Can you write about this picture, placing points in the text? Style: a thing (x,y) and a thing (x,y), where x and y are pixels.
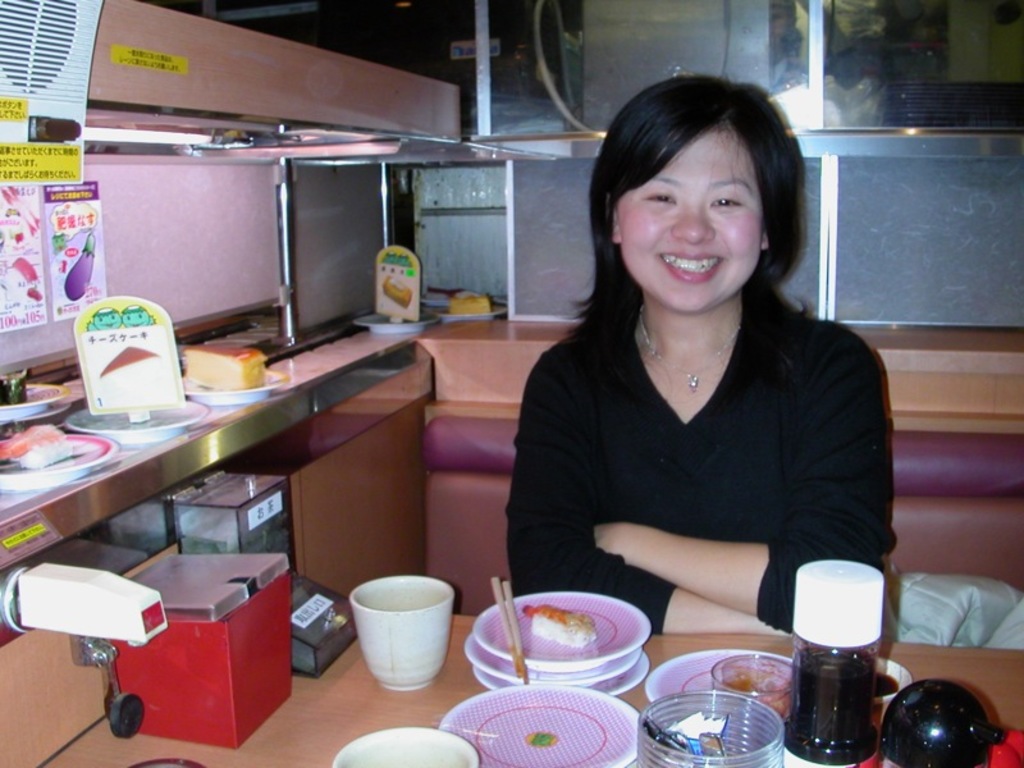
There is a woman (688,426) sitting in the chair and smiling in front of a table (287,767) on which some plates (487,714), glasses (432,649), bottles (816,680) were placed. In the background (928,82) there is a window (719,53). To the left side (10,396) there are some food items (205,365) were placed.
